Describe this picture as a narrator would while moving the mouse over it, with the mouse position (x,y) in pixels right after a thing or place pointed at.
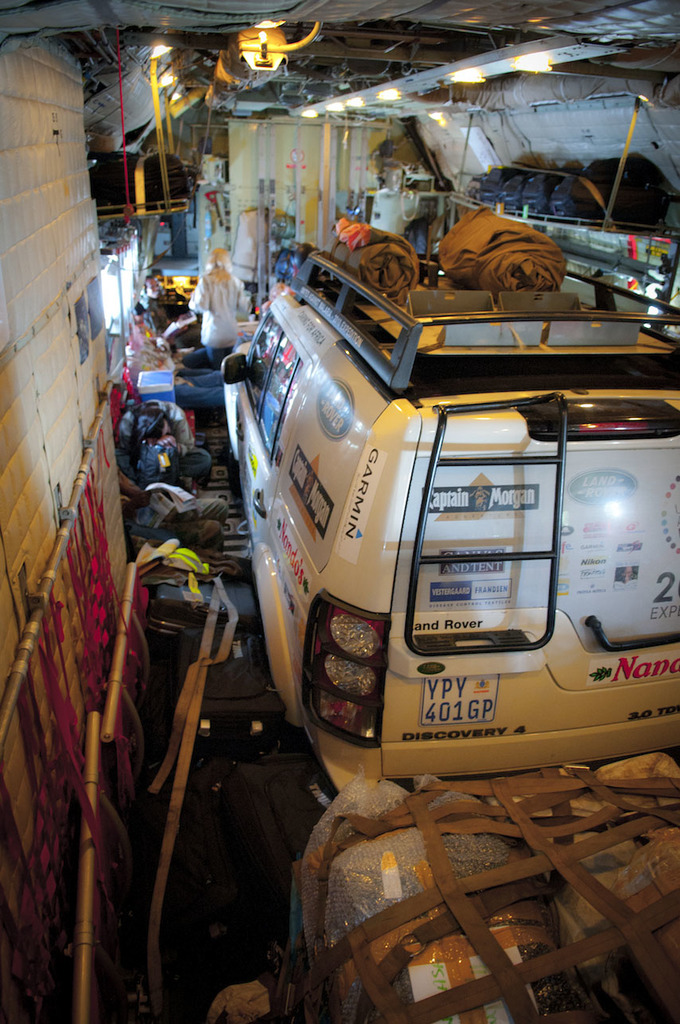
This image is in a plane (244,187), in the plane (250,178) there is a car (305,395) parked and there is a person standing and there are few other objects (443,812).
